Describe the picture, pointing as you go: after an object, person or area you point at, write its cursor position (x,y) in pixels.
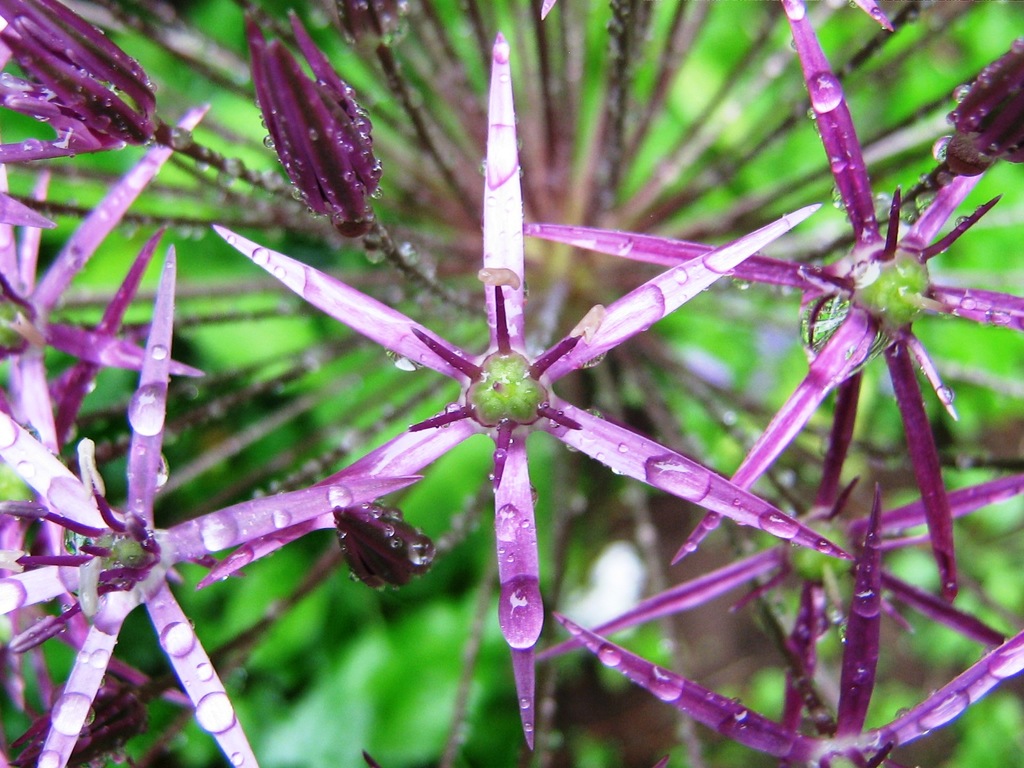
In this image we can see group of flowers (524,665) on stems (190,383) of a plant (389,561).
